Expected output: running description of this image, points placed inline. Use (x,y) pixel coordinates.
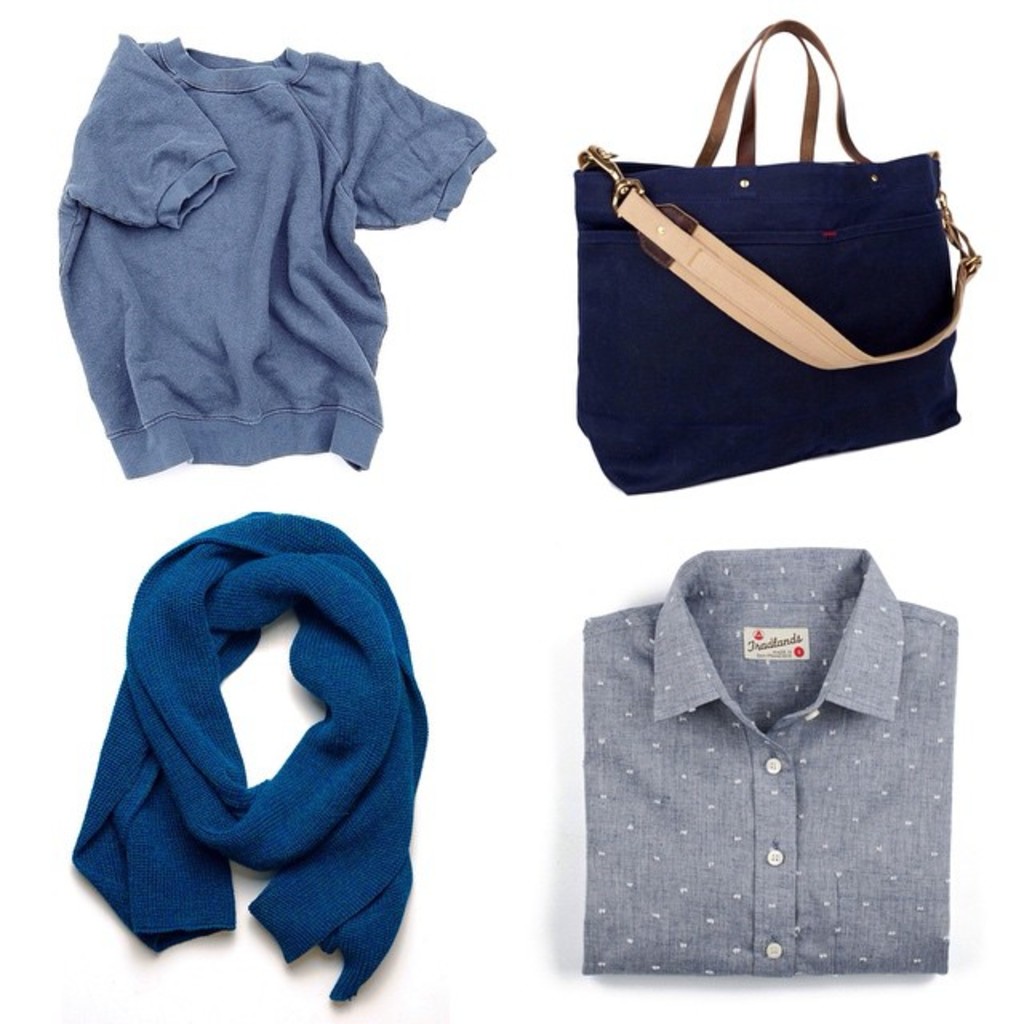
In this picture on the foreground (894,702) there is a scarf (224,730) and a shirt (763,705). On the top (214,160) there is a shirt (280,261) and a handbag (803,298).
